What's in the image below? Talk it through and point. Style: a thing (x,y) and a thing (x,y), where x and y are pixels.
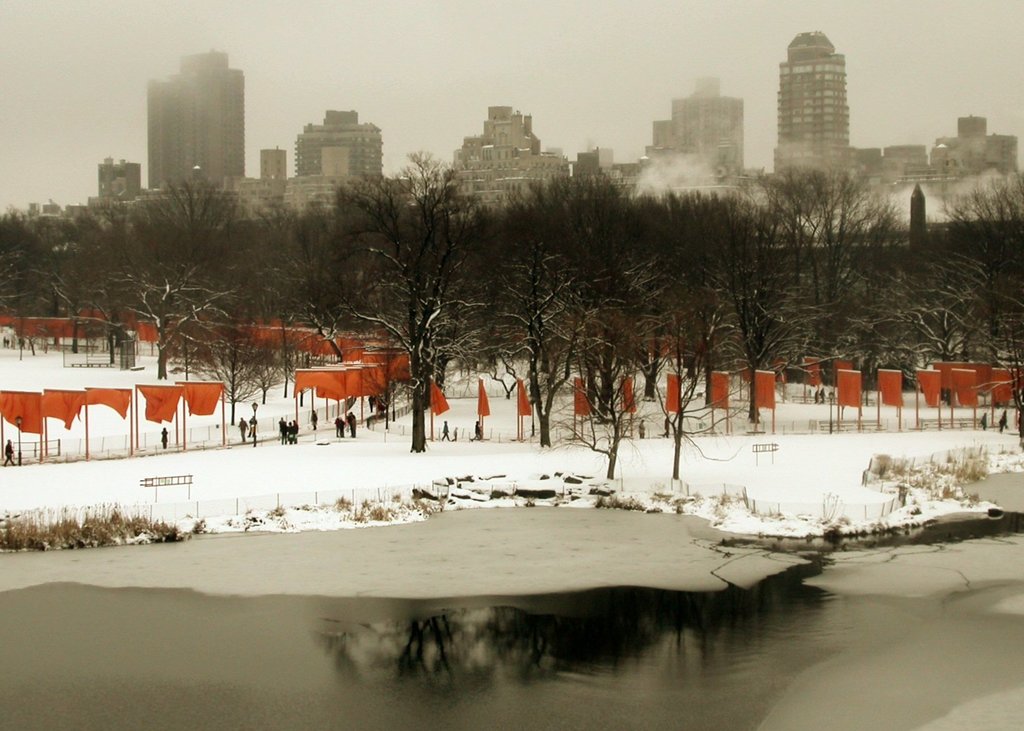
In this picture we can see some water (674,607) and this is snow (787,475). Here we can see some persons (314,418) are standing and these are the red colored flags (167,413). And these are the trees (644,316). And on the background (349,157) there are many buildings (982,165). And this is the sky (555,66).
